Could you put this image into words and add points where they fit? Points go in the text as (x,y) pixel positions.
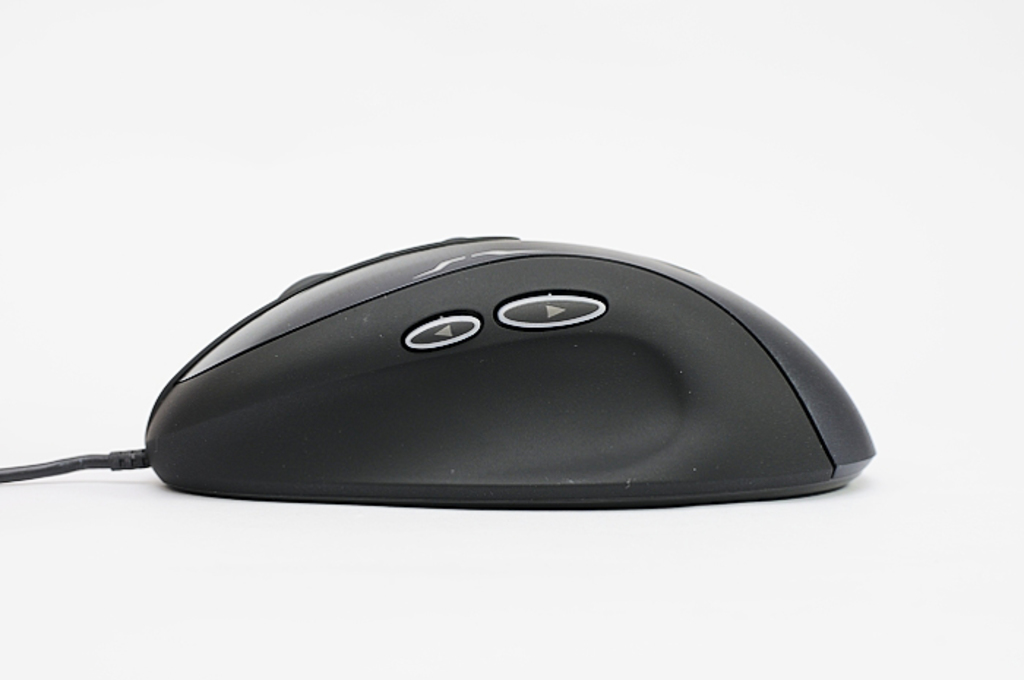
This is the image of a computer mouse (413,362) with a wire (121,459).
